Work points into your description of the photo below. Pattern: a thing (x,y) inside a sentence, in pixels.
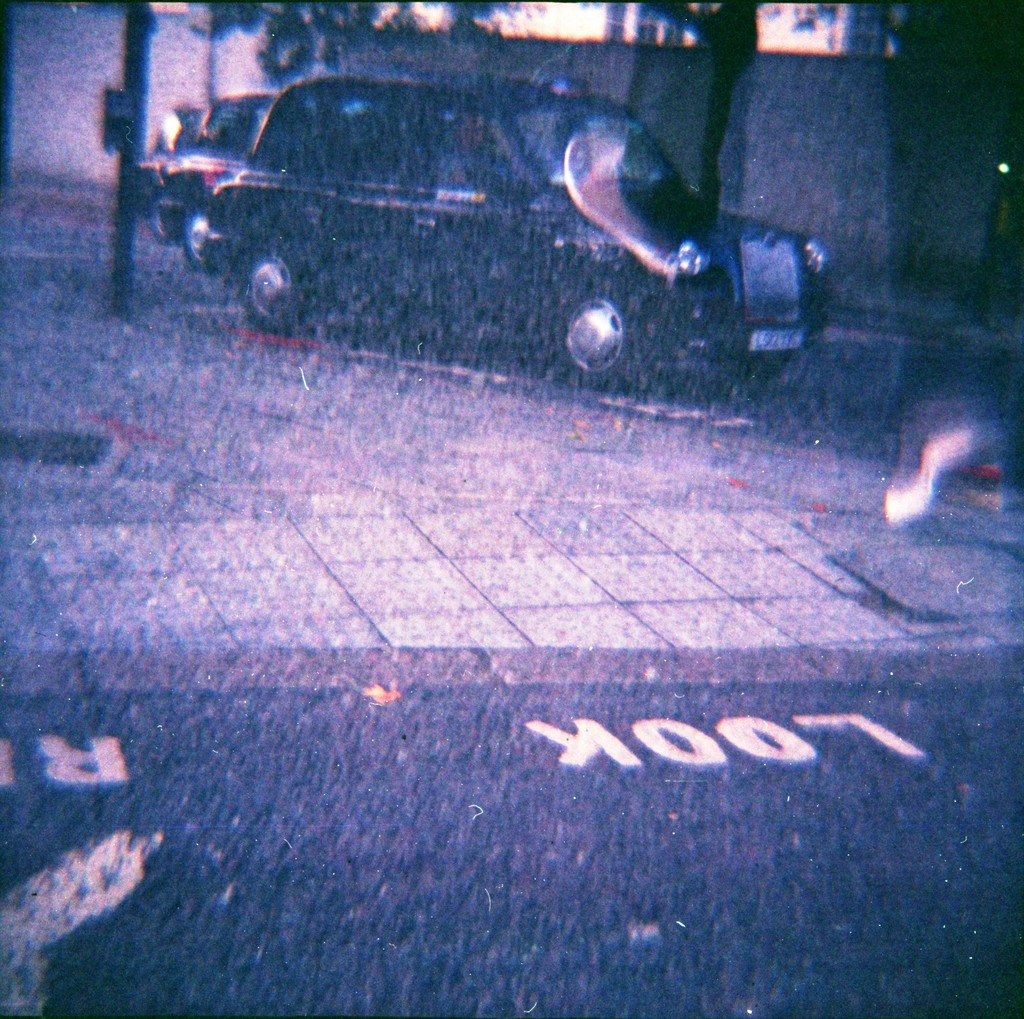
In this image in the center (597,350) there are vehicles (260,229) and there is a pole (118,207). In the background (838,104) there is a wall (793,119) and there are trees (286,1).
